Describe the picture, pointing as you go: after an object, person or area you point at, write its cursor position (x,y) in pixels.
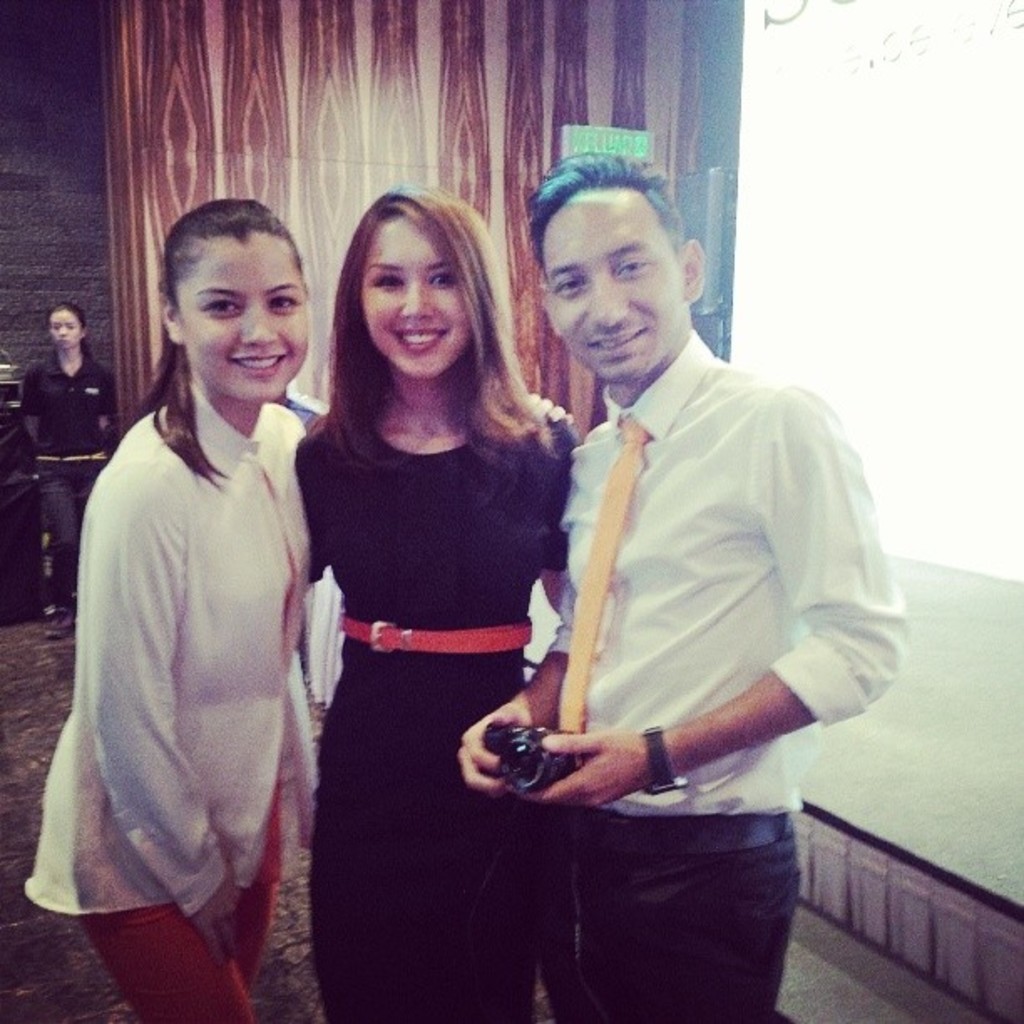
In this picture I can see few people (193,872) are standing and I can see a man (609,772) holding a camera (524,743) in his hands (552,797) and I can see another woman (52,398) standing in the back (49,383) and looks like a projector light (816,295) on the right side of the picture (862,300) and displaying text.
